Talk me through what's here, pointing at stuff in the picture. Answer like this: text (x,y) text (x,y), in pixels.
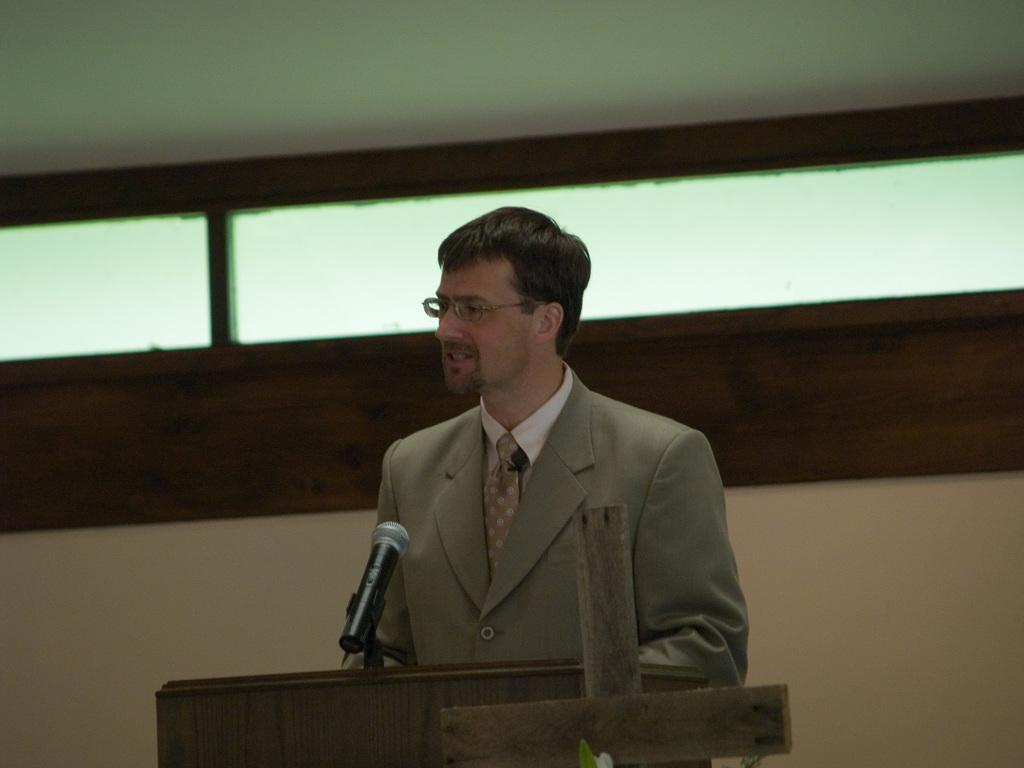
In this picture I can observe a man (440,476) standing in front of a podium (305,733) wearing coat (478,549) and spectacles (476,308). There is a mic (376,596) on the podium (355,700). In the background (226,606) there is a wall (841,560).
